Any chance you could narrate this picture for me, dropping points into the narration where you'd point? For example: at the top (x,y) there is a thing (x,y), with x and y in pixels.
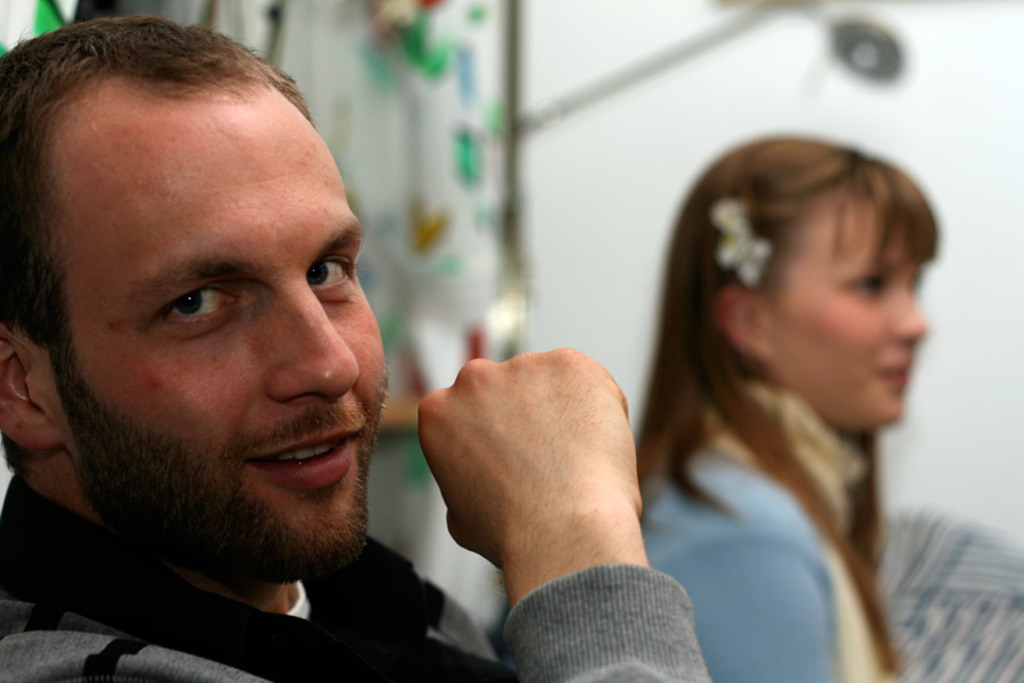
In front of the picture, we see a man (286,619) in the grey jacket (424,625) is smiling and he might be posing for the photo. On the right side (712,290), we see a woman (809,584) in the blue T-shirt (809,571) is smiling. Behind her, we see a white wall (638,116) on which a photo frame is placed. In the right bottom (902,558), we see the cloth (916,546) in blue and white color. This picture is blurred in the background (942,587).
